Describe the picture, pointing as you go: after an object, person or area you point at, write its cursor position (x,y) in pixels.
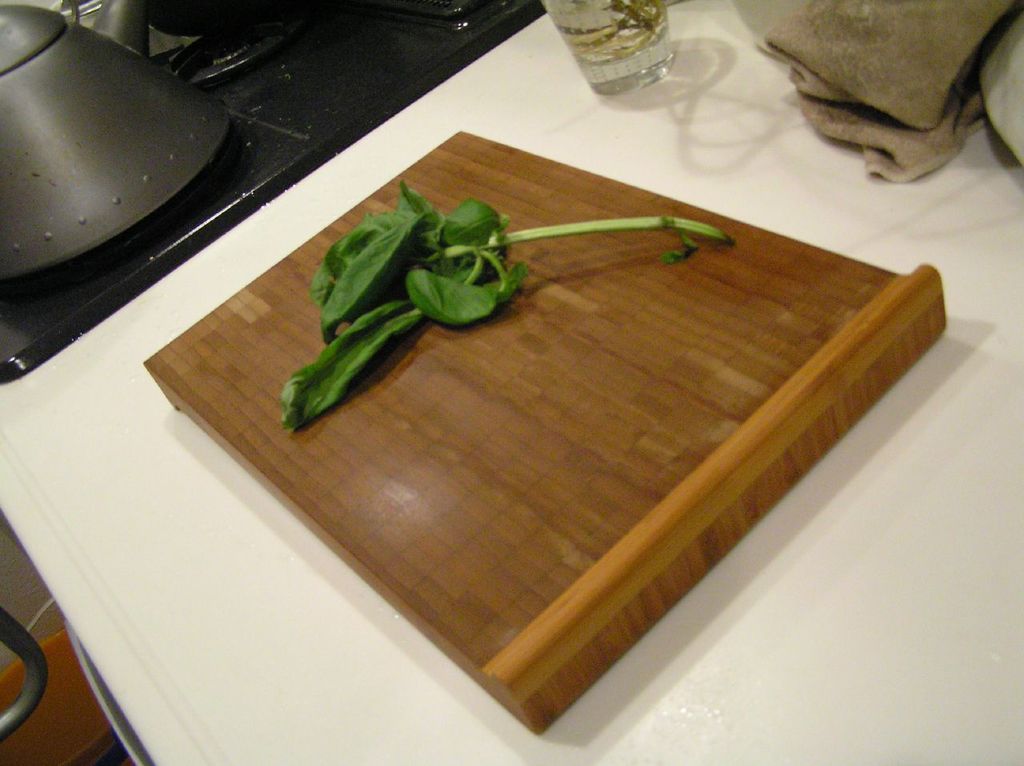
In this picture I can observe a wooden plank (434,371) placed on the table (118,554). I can observe leafy vegetable (406,254) placed on the wooden plank (379,397). In the top of the picture (602,33) I can observe glass (649,77) placed on the table (547,117).
